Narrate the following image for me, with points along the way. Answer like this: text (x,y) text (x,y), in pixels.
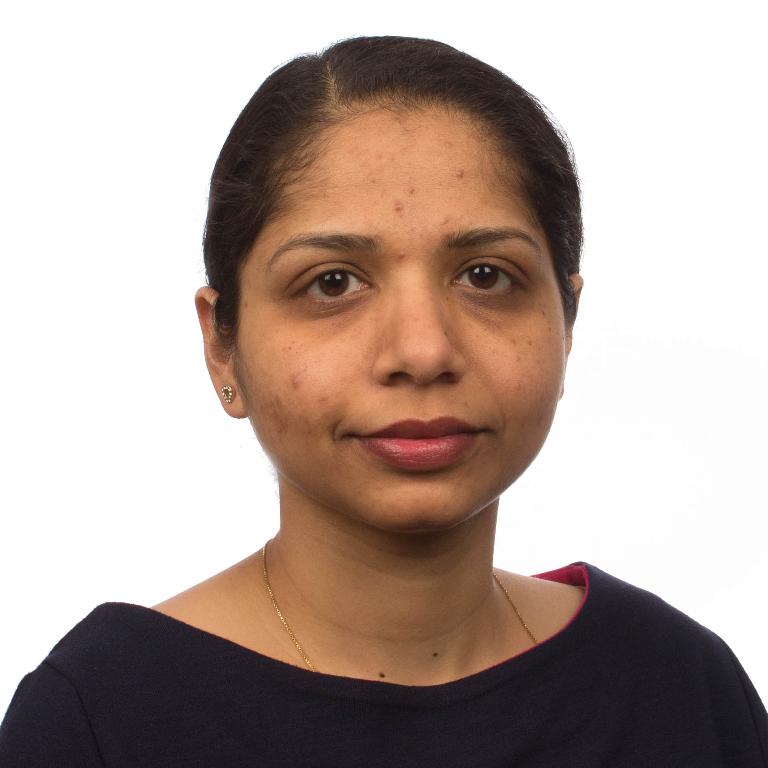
In this picture I can observe a woman (480,517) wearing black color dress (110,667). She is smiling. The background (120,436) is in white color.
